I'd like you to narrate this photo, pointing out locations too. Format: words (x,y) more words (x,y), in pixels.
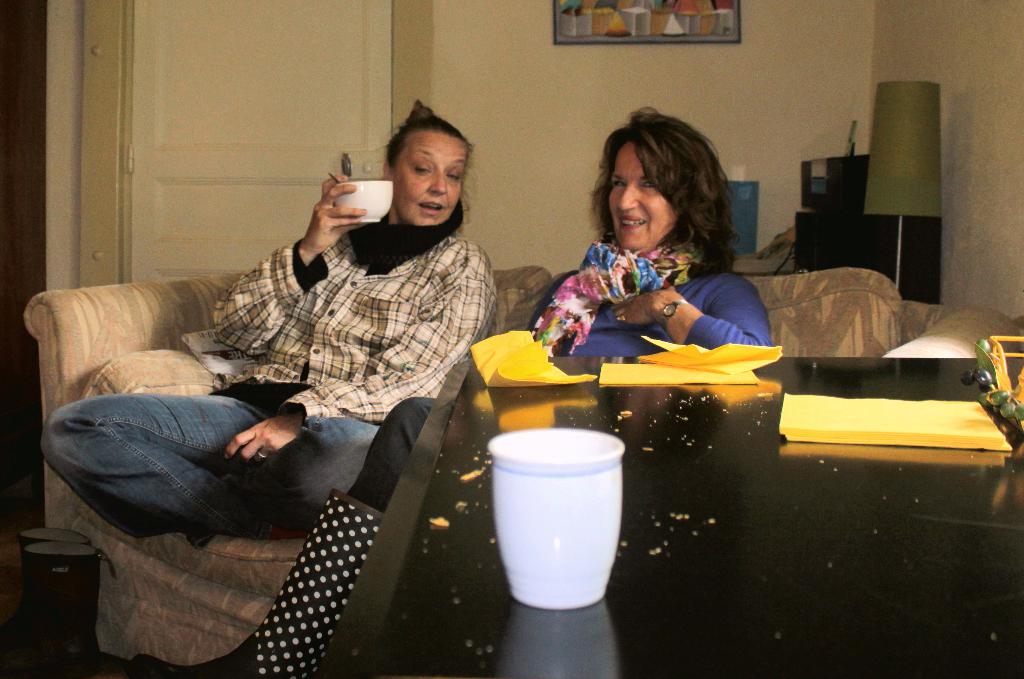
In this picture we can see two people (678,298) sitting on the sofa (508,302) in front of a table (932,489) on which there are some papers (618,366) and a glass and behind there is a lamp (920,195) and a photo frame (555,34).
